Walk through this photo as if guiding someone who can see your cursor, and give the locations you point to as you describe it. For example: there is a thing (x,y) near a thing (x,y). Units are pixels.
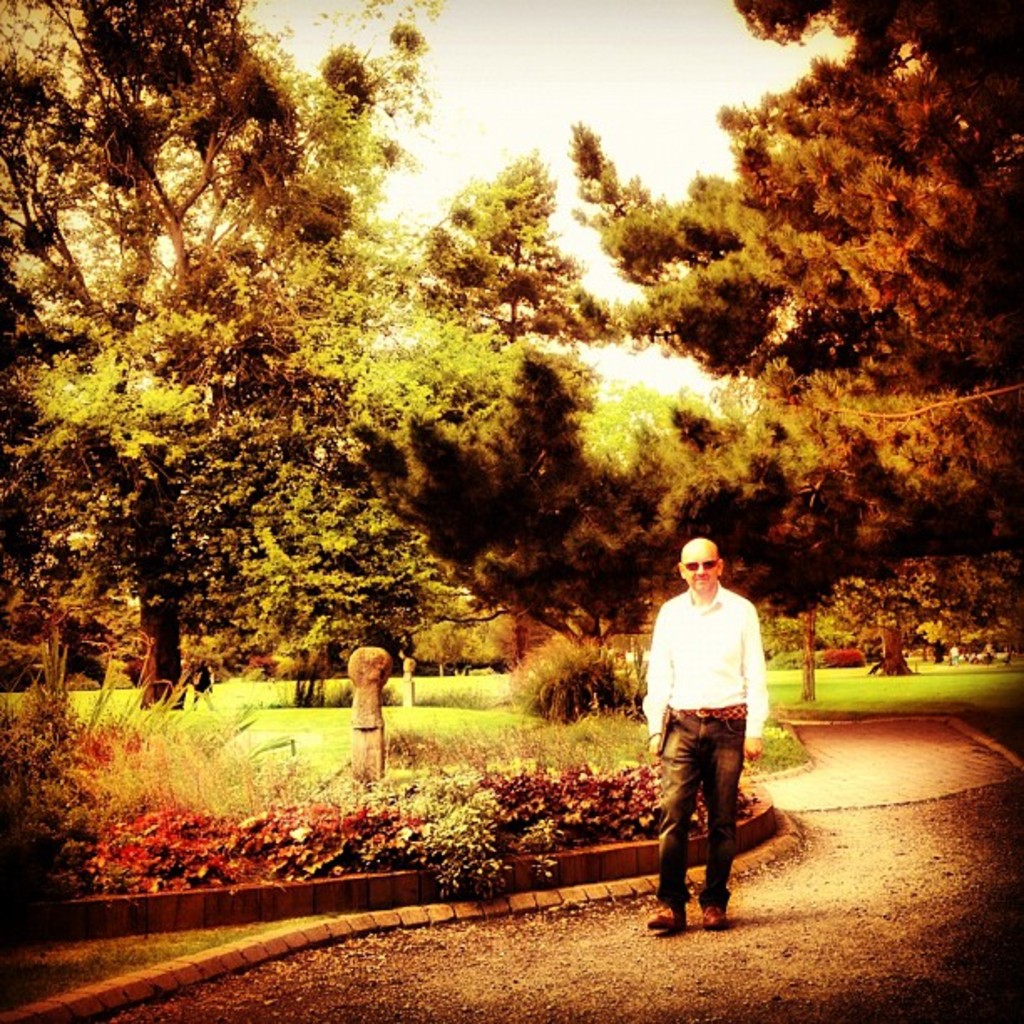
In the image there is a bald headed (690,754) man walking on the path (794,937) and behind him there are plants (647,761) and trees (758,531) all over the place.
